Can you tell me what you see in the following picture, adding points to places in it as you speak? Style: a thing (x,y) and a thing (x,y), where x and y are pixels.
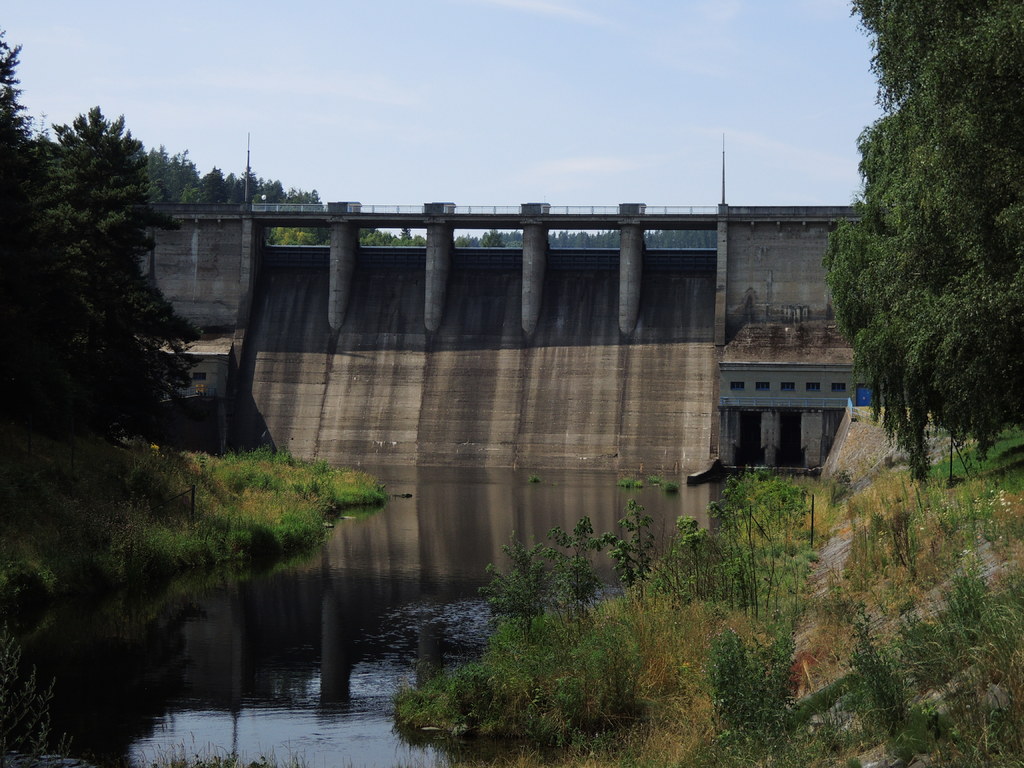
In this image we can see the dam (392,359). We can also see the trees (56,282), grass (268,499), plants (685,556) and also the water (324,629). Sky (345,26) is also visible.
